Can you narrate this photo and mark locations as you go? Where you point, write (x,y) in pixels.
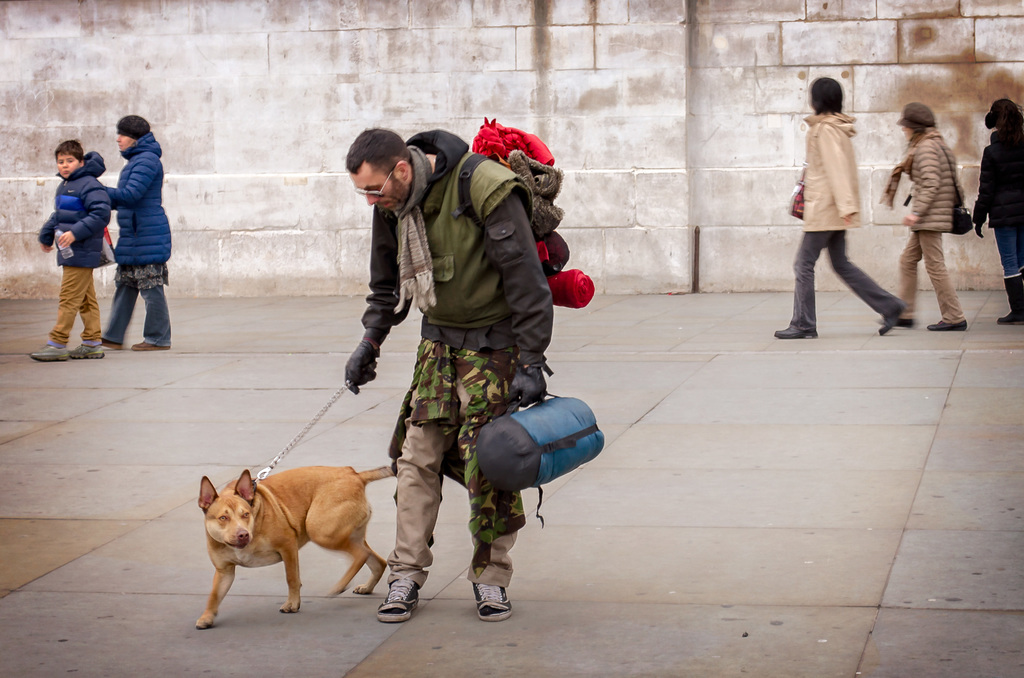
In the picture we can see a man (512,263) holding a dog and a bag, In the background (24,211) we can see some people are walking and there is a wall (472,77).
